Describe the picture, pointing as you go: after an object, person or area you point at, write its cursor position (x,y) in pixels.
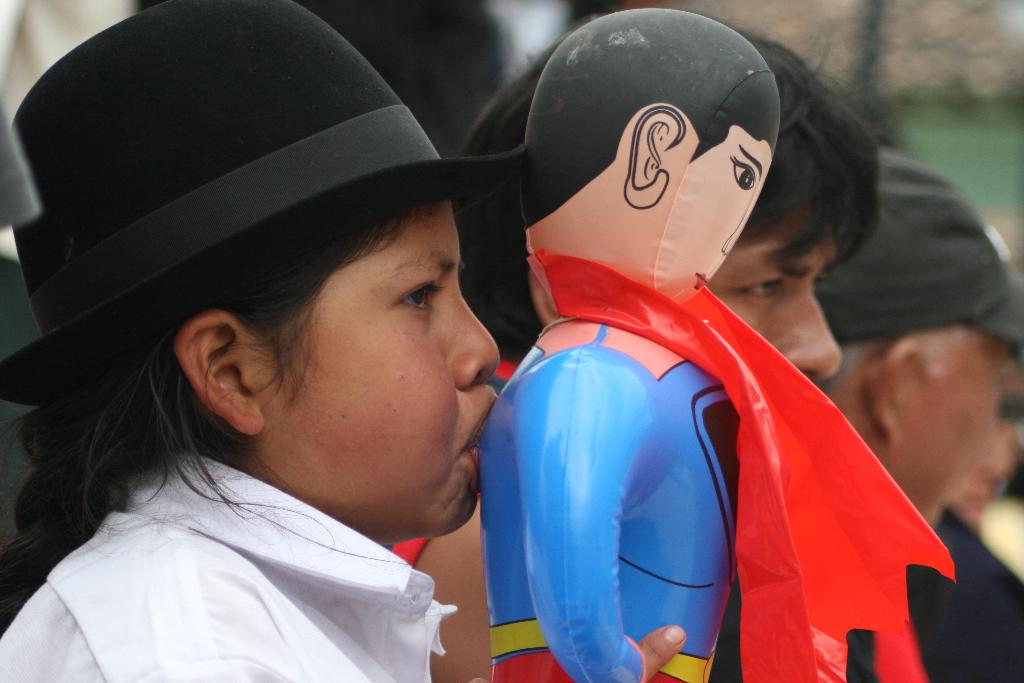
In this picture there is a girl (426,207) on the left side of the image (293,236), by holding a toy superman (608,631) in her hands (658,632) and there are other people (838,234) in the background area of the image (955,207).
